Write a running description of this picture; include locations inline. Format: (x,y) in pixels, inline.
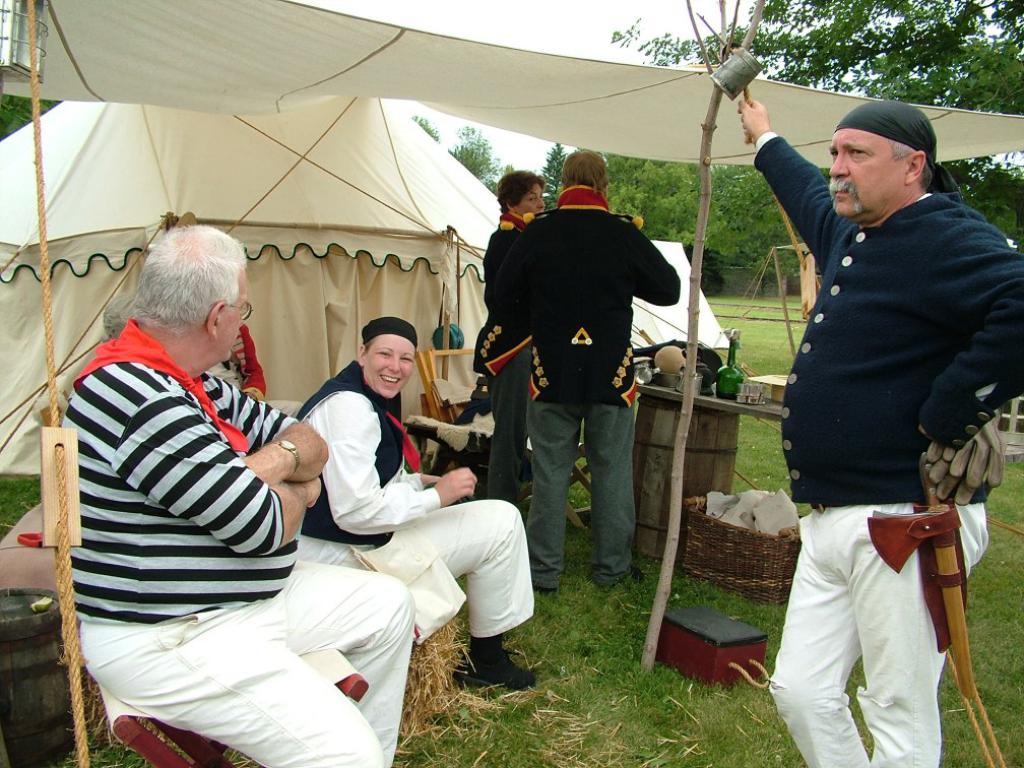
In this picture, we see people (328,471) are sitting under the white tent (466,99). We even see two men (551,313) are standing under the tent (463,342). In front of them, we see a table (673,398) on which glass bottle (726,382), glasses (697,383) and some other things (684,383) are placed. Beside them, we see a chair (451,385). Beside the table (729,400), we see a basket (734,539). The man (815,473) on the right side (837,440) is standing and he has an axe (950,601). At the bottom of the picture (638,693), we see the grass (607,740). Behind them, we see a white tent (384,199). There are trees (748,229) in the background (719,207).
